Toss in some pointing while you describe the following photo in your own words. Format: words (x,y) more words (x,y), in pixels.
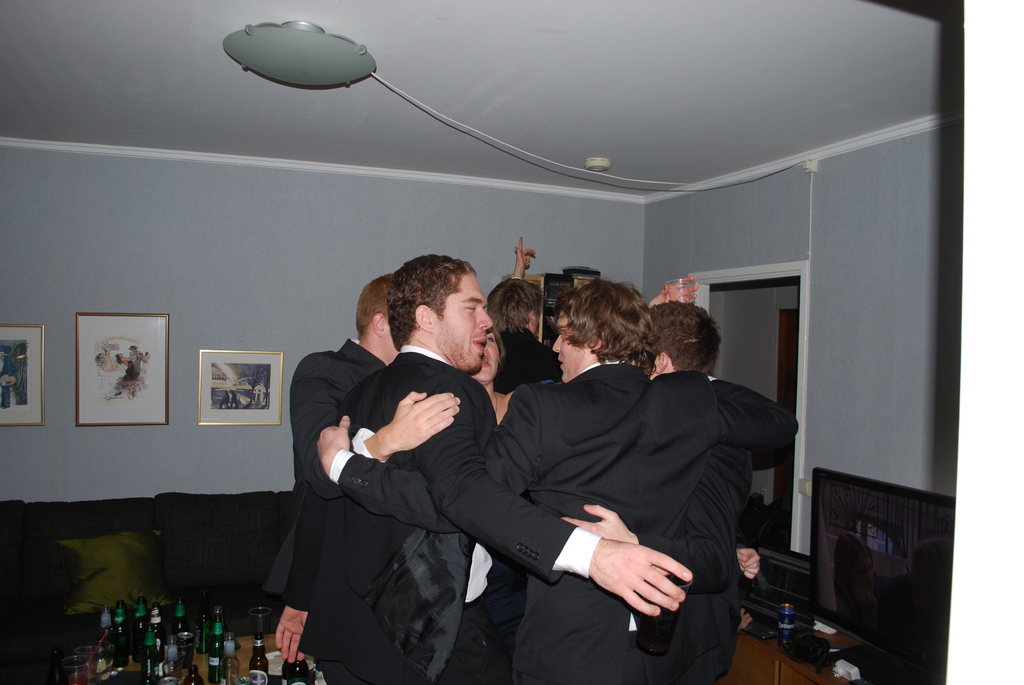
In the center of the image (407,349) we can see a group of people (376,493) standing and hugging each other. At the bottom (185,672) we can see a table (127,677) and there are bottles (223,626) and glasses (89,655) placed on the table (267,651). On the right (846,633) there is a television (837,617) placed on the stand (779,658). In the background (12,549) we can see sofa (154,547), photo frames (93,398) placed on the wall (61,397) and a door (738,301). At the top (313,62) there is light (299,73).
